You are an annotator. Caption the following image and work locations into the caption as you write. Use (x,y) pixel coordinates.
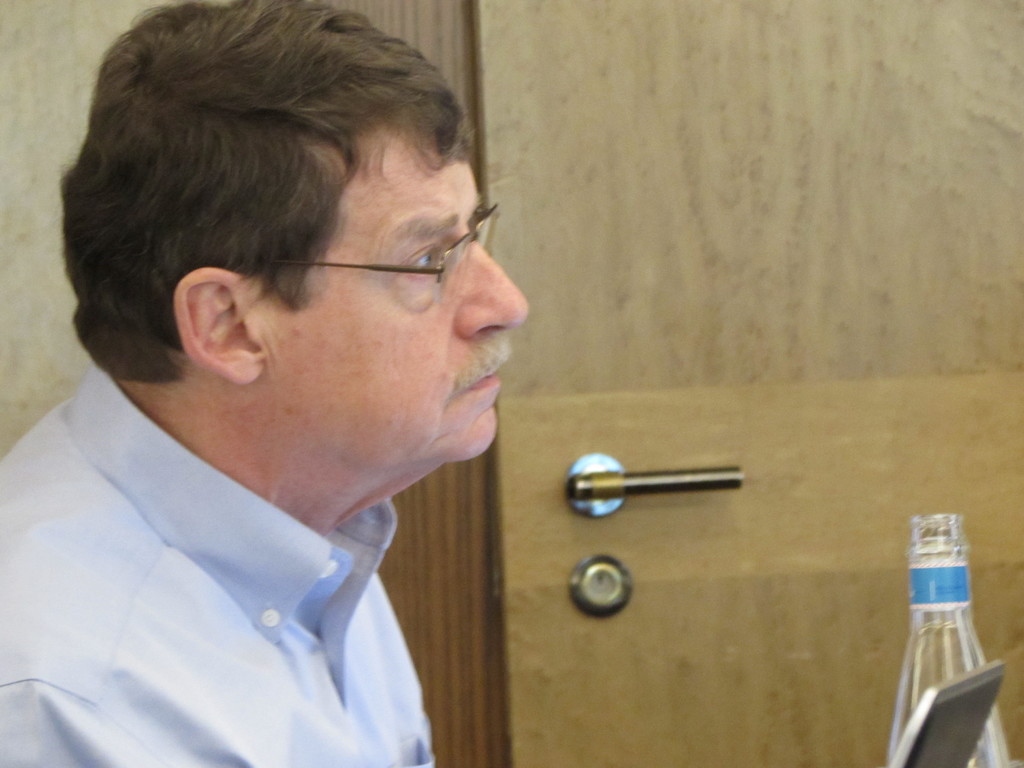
A man (184,140) is staring at something seriously wearing spectacles (385,269).
